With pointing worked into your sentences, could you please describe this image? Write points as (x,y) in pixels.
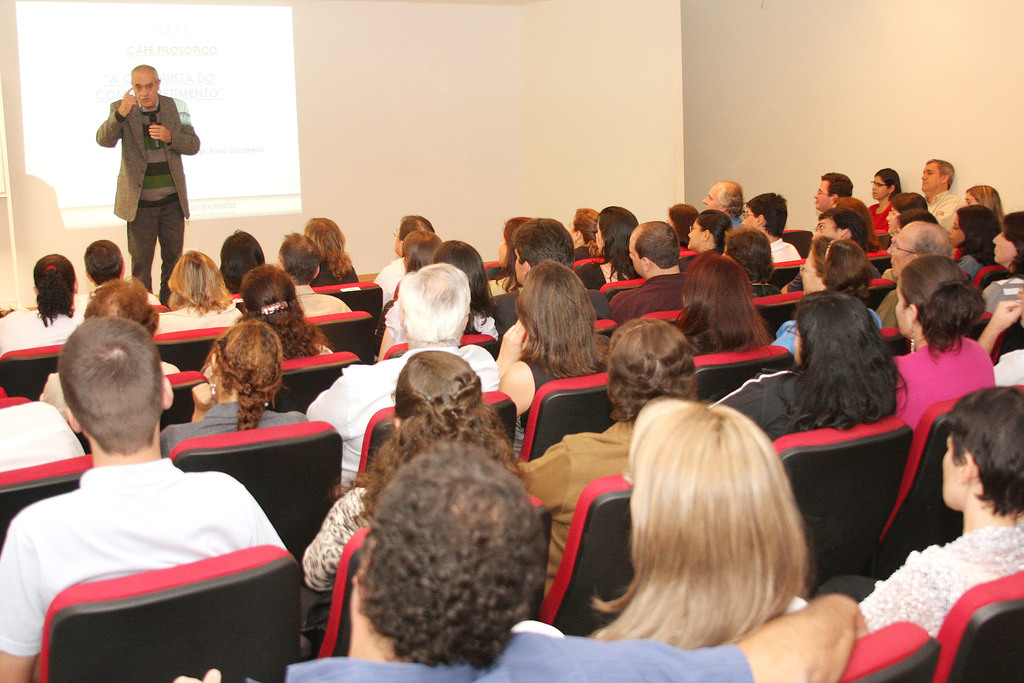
In this image we can see a few people (212,306), some of them is sitting on the chairs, there is a person (154,174) holding a mic (150,121), and he is talking, behind him there is a screen (89,150), also we can see the wall (616,101).
